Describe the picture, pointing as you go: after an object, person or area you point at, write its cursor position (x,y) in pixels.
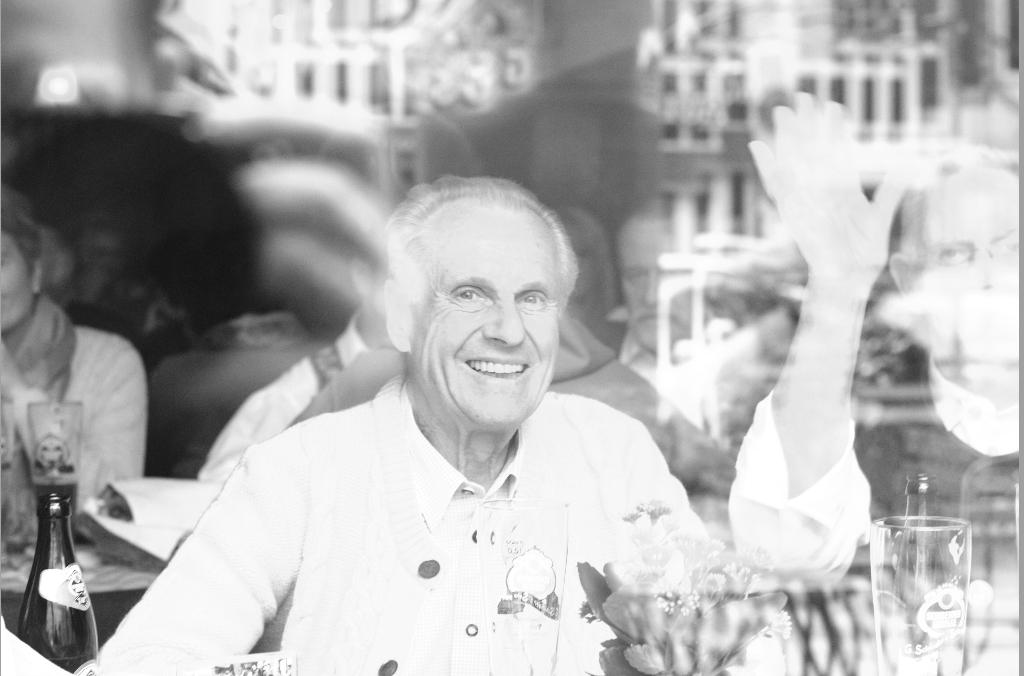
A man (310,655) is sitting here there is a wine bottle (60,518) in the left (57,506) and a glass (891,529) in the right side of an image (887,548) and other man (747,485) is also waving his hand (825,288) in the right (825,395) there are few people (189,289) sitting behind them.
